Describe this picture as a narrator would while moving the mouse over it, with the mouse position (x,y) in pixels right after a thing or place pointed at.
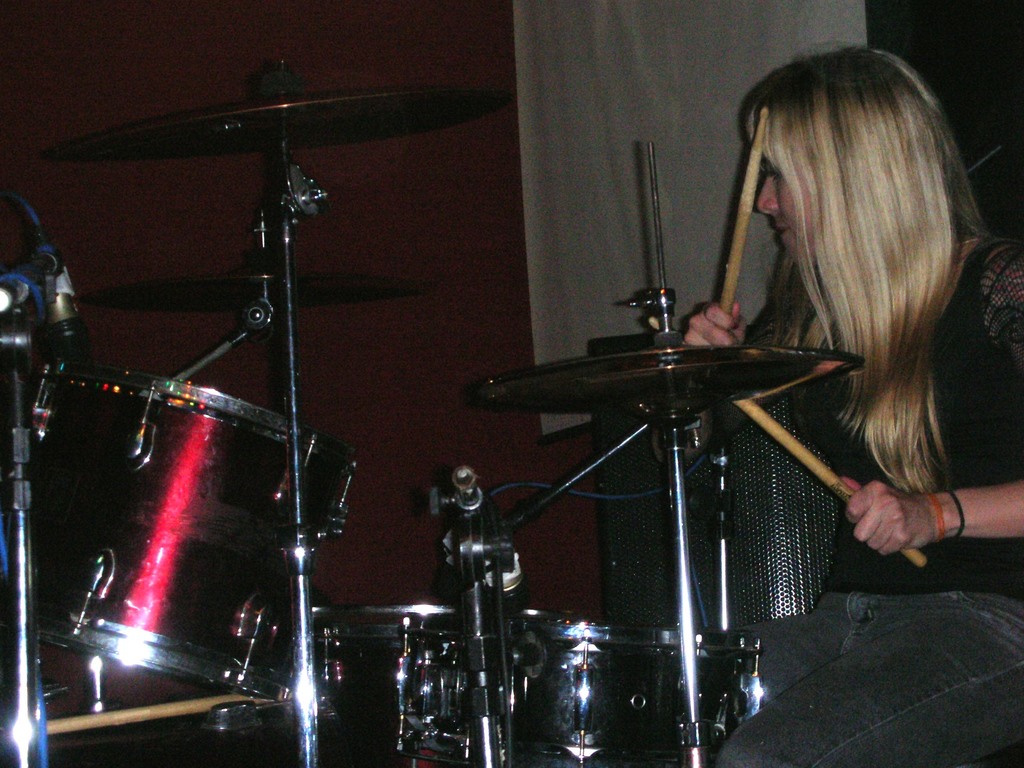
On the right side of the image (888,438) there is a woman (877,567) sitting facing towards left side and playing the drums (559,635). In the background (677,42) there is a white color curtain (622,95) and a dark red wall (431,78).
